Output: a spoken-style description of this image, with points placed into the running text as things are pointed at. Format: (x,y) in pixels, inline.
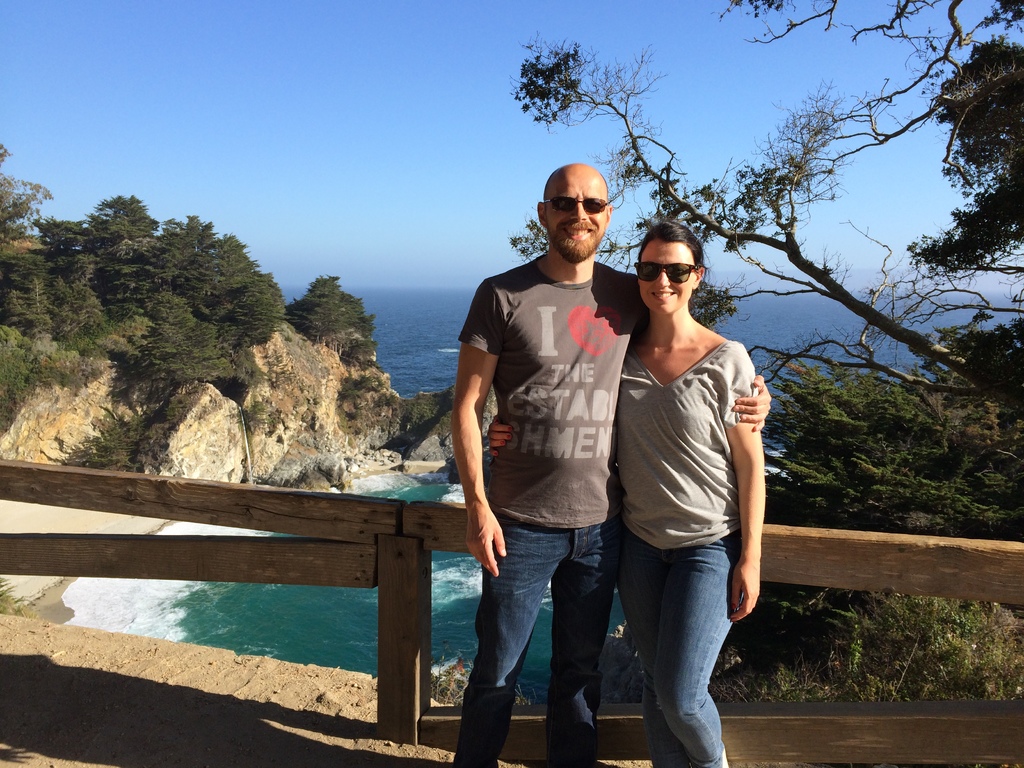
In this picture there is a bald man (553,371) who is wearing goggles (595,207), t-shirt (540,499) and jeans (581,578). Beside him there is a woman (647,577) who is wearing goggle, t-shirt (655,500) and jeans (671,614). Both of them are standing near to the wooden railing (346,541). In the background (437,318) I can see the ocean (442,334). On the right (946,495) and left side (80,261) I can see many trees (951,371), plants (10,353) and grass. At the top (361,48) I can see the sky (328,59).
